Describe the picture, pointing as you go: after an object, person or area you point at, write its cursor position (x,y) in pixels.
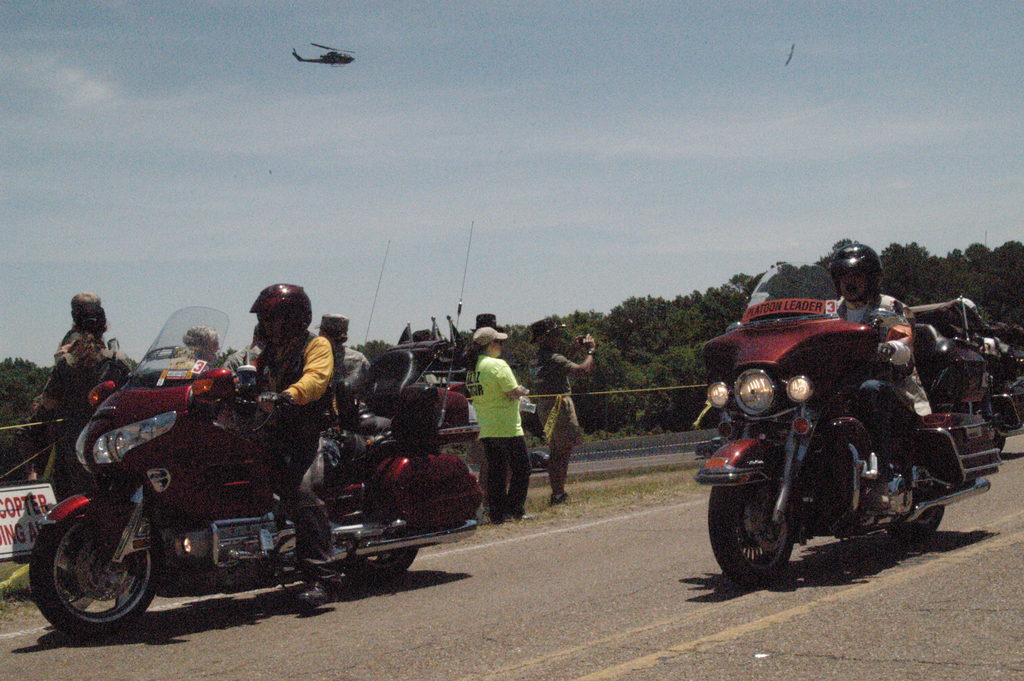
In this image we can see two people (854,298) riding bike (450,531) on the road (549,574). There are people (362,383) standing. In the background of the image (529,362) there are trees (675,330). At the top of the image (424,149) there is sky (364,137). There is a chopper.
